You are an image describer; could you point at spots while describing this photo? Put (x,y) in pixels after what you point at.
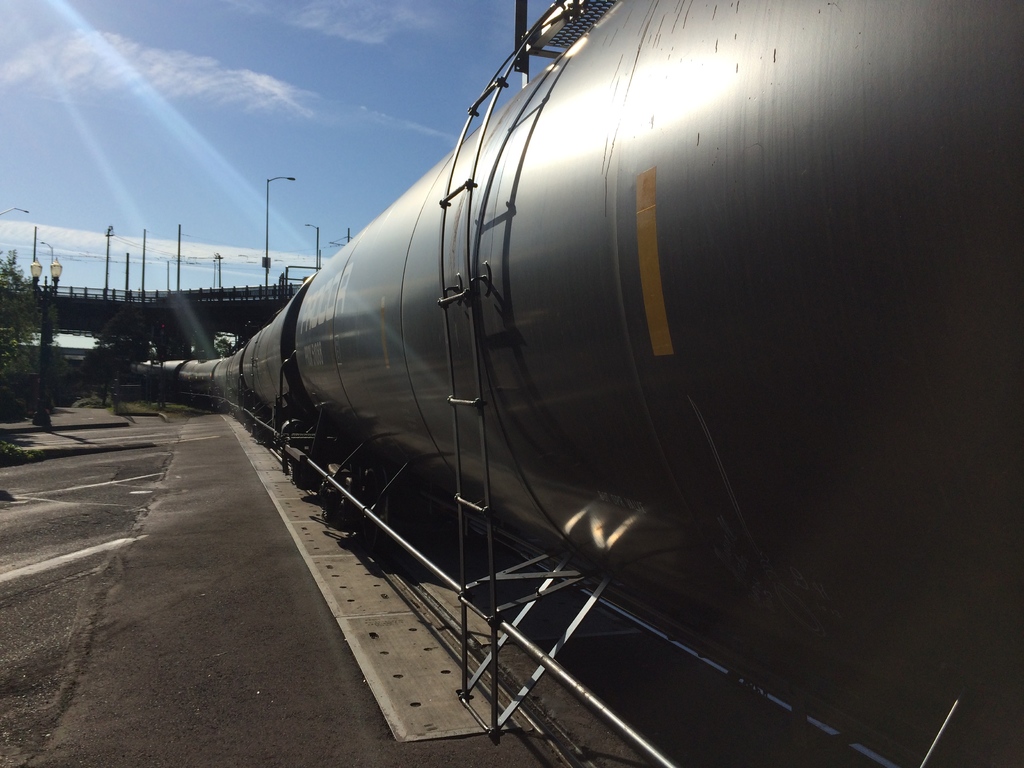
In the picture we can see a train (926,125) with oil tankers (720,381) and some equipment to it and besides, we can see a path (180,701) and in the background (26,121), we can see some bridge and some poles (39,392) with a light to it and we can also see a sky (112,145) with clouds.
